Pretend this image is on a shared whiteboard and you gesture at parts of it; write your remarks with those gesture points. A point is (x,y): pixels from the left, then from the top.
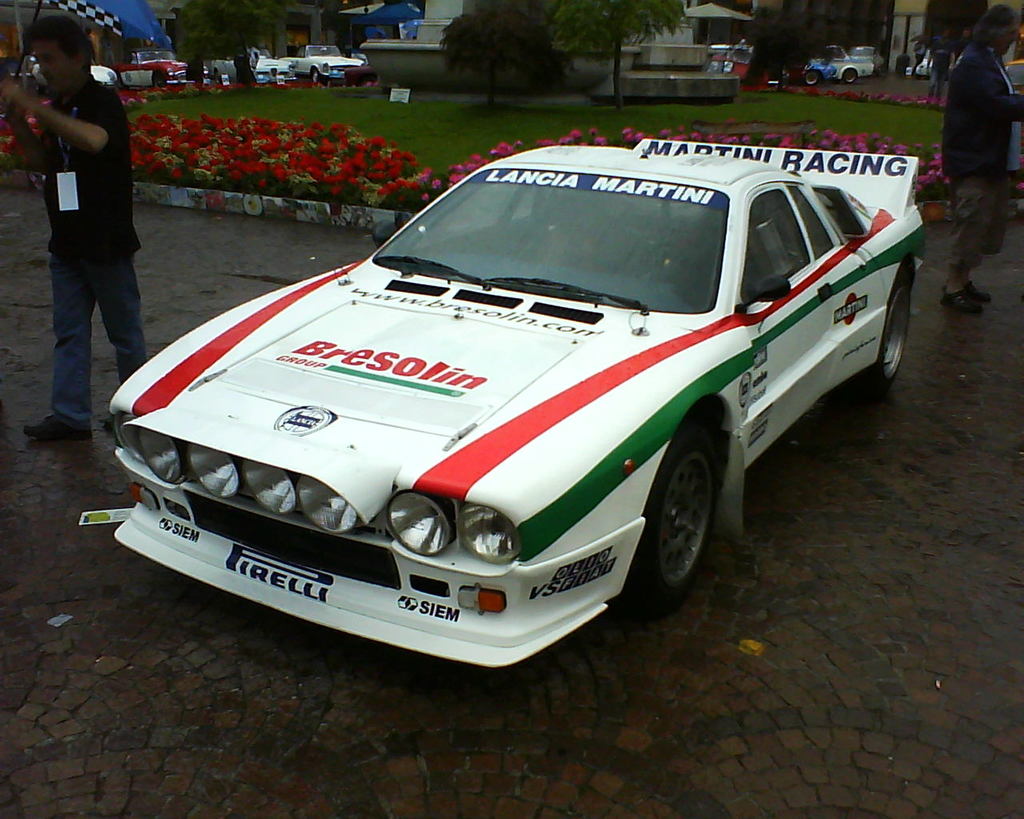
In the middle of the image (400,392), there is a white color car (864,193) on the road (400,677). On the left side (109,204), there is a person (107,188) holding an umbrella (96,13), on the road (26,451). On the right side (985,231), there is a person (955,217) on the road (952,324). In the background (933,141), there are plants (404,152) having flowers (156,136), there are trees (657,19), there are vehicles (848,53) and there are buildings (840,29).
